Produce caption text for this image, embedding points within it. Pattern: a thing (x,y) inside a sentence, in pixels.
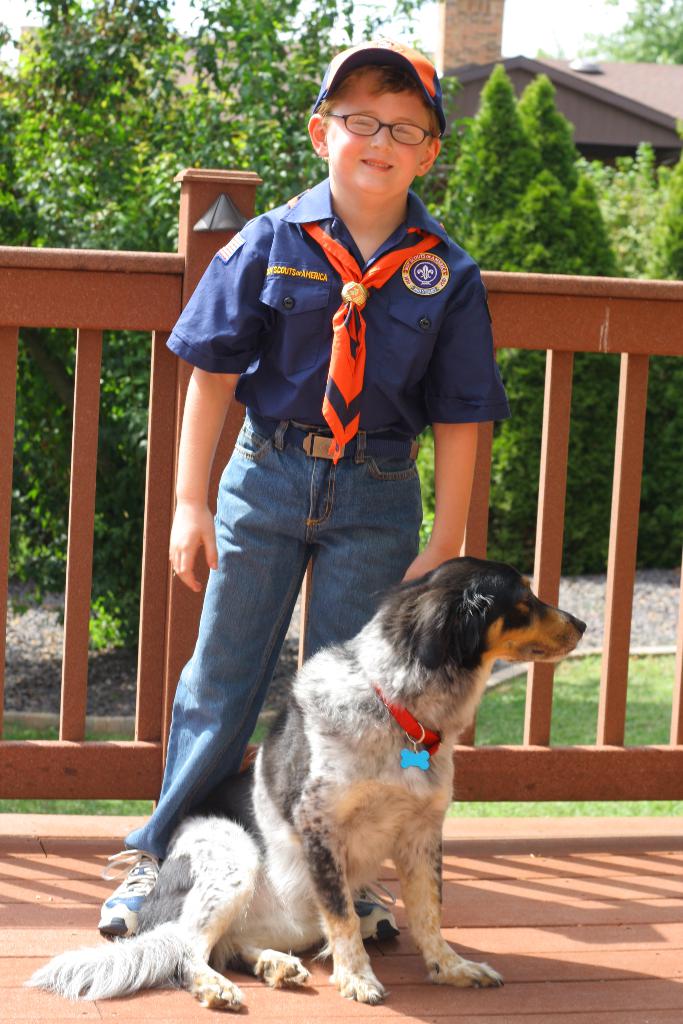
In this image I can see a boy (295,340) wearing blue color shirt (294,353), standing and smiling. In front of this person (340,589) there is a dog (328,802). In the background (149,82) I can see the trees (181,124). Just at the back of this person (298,371) there is a railing (94,274). There is a red color belt (402,717) to the dog's neck (377,707).
